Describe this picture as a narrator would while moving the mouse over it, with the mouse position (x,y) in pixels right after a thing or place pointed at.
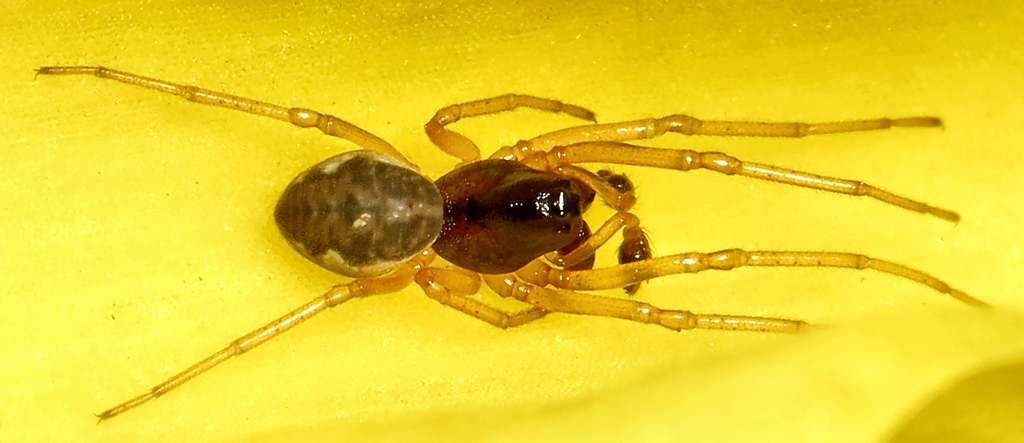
There is an insect (473,214) in the center of the image (655,184) and the background (249,252) is yellow in color.
